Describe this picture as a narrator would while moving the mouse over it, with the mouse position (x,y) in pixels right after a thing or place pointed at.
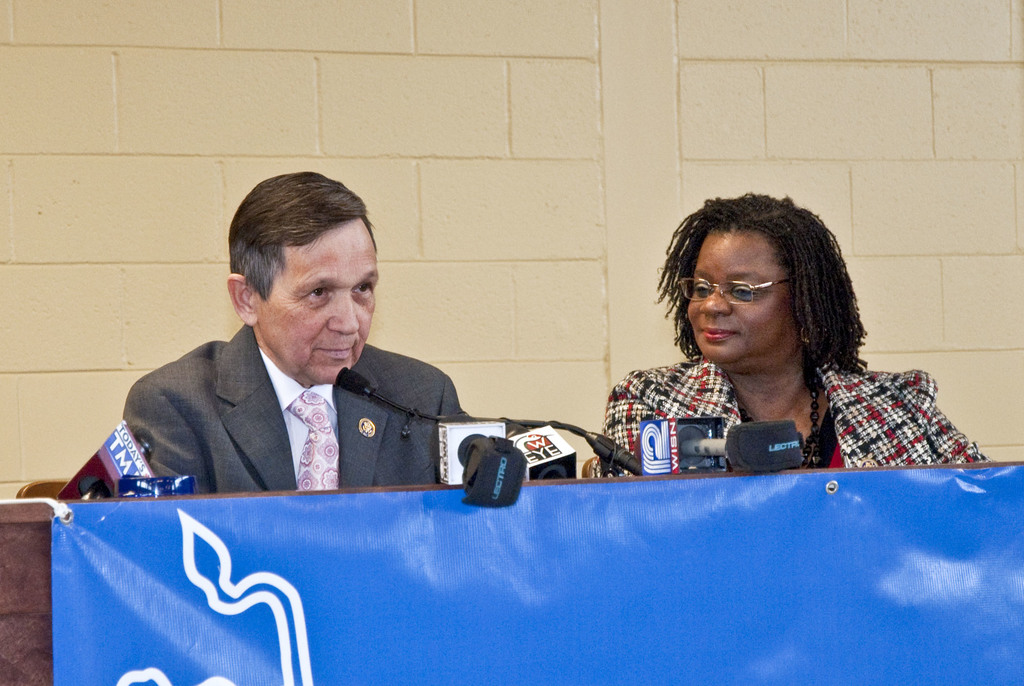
In this picture, we can see two persons (949,458) sitting at the table (711,502), and we can see a poster (1015,532) attached to the table (28,668), we can see some microphones (800,461) on the table (401,489), we can see the wall (436,158) in the background (371,156).
